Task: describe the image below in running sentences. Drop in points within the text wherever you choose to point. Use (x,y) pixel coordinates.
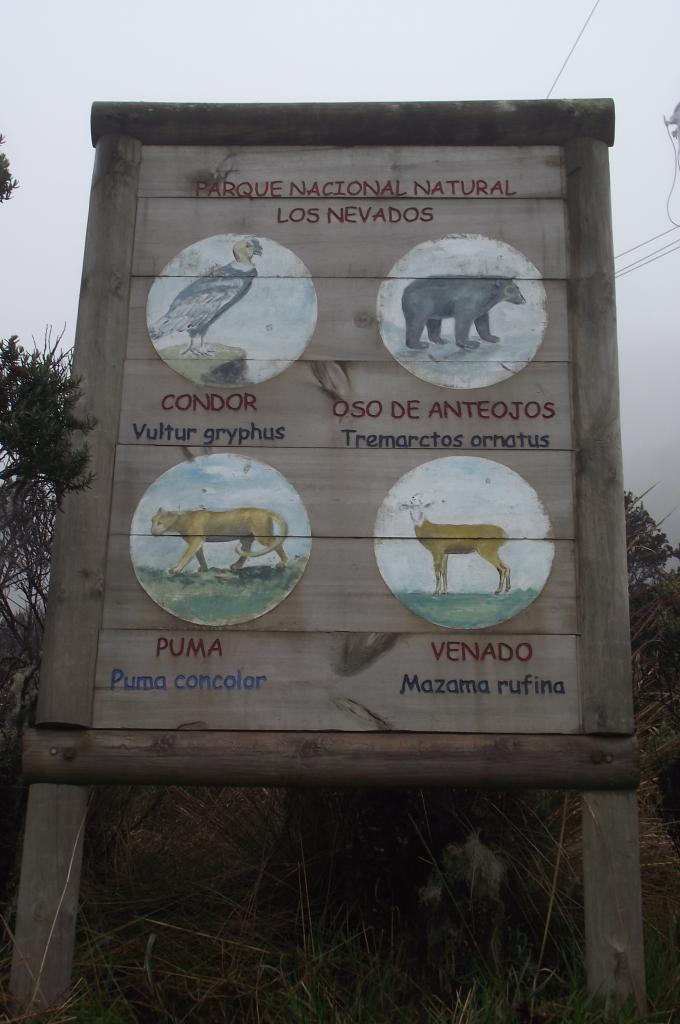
In the image we can see a wooden board (301,546) with two poles (621,923). On the board (440,719) there is a painting (235,598) of animals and text (375,181) on it. Here we can see grass (399,934), plants (50,427), electric wires (661,257) and a sky (160,73).
